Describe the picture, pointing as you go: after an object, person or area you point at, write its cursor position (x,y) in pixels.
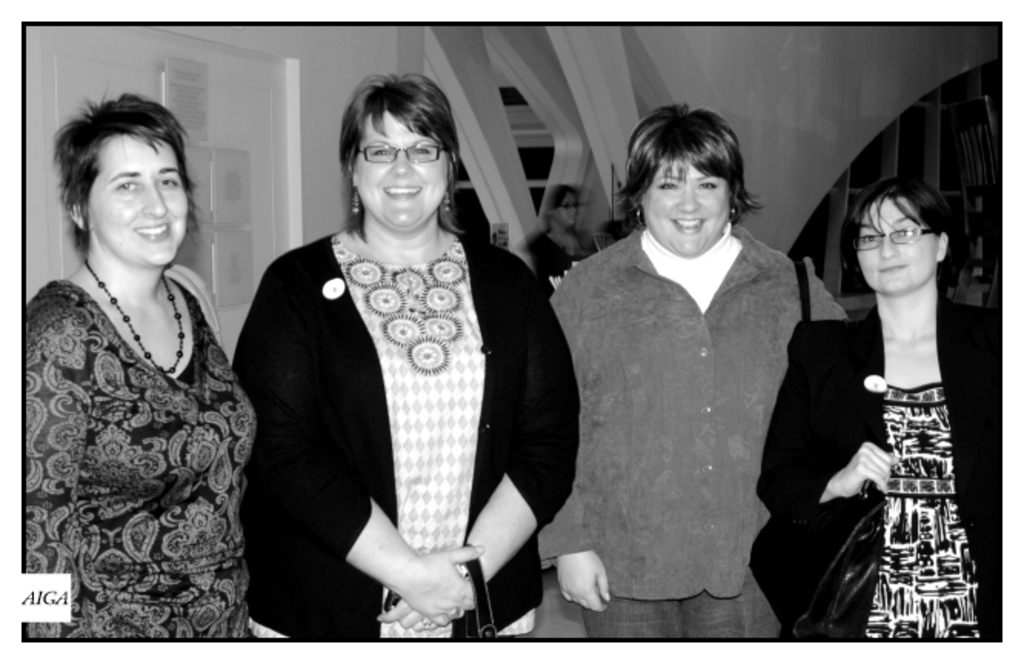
In this image I can see the black and white picture in which I can see four women (355,397) are standing and smiling. In the background (274,235) I can see the white colored wall (331,45), few posts (189,134) attached to the wall (227,114), a person (561,247) standing and few other objects (933,119).
